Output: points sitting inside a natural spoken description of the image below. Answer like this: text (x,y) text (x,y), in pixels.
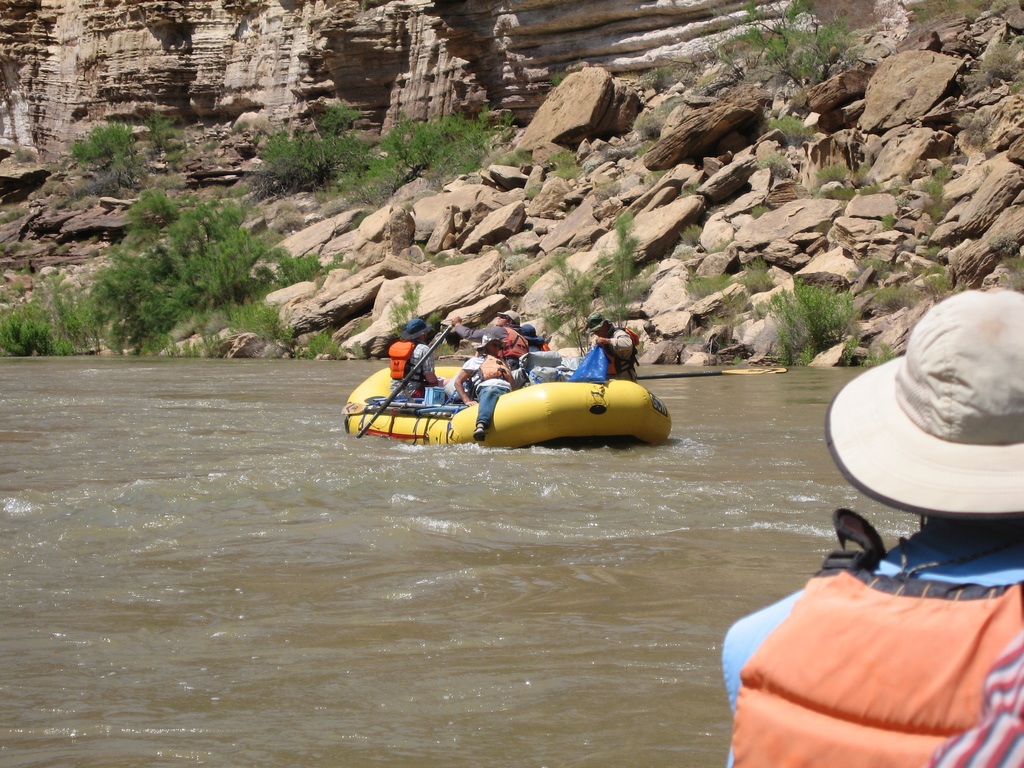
In this image there is water (499,582) on which there is a inflatable boat (527,415). In the boat (572,383) there are few people (514,341) sitting on it. On the right side (903,659) bottom there is a man (885,590) who is wearing the jacket (885,624) and a cap (965,496). In the background (334,136) there are stones (564,189) and small plants (350,181). On the left side (193,93) top there is a stone wall (326,62).
